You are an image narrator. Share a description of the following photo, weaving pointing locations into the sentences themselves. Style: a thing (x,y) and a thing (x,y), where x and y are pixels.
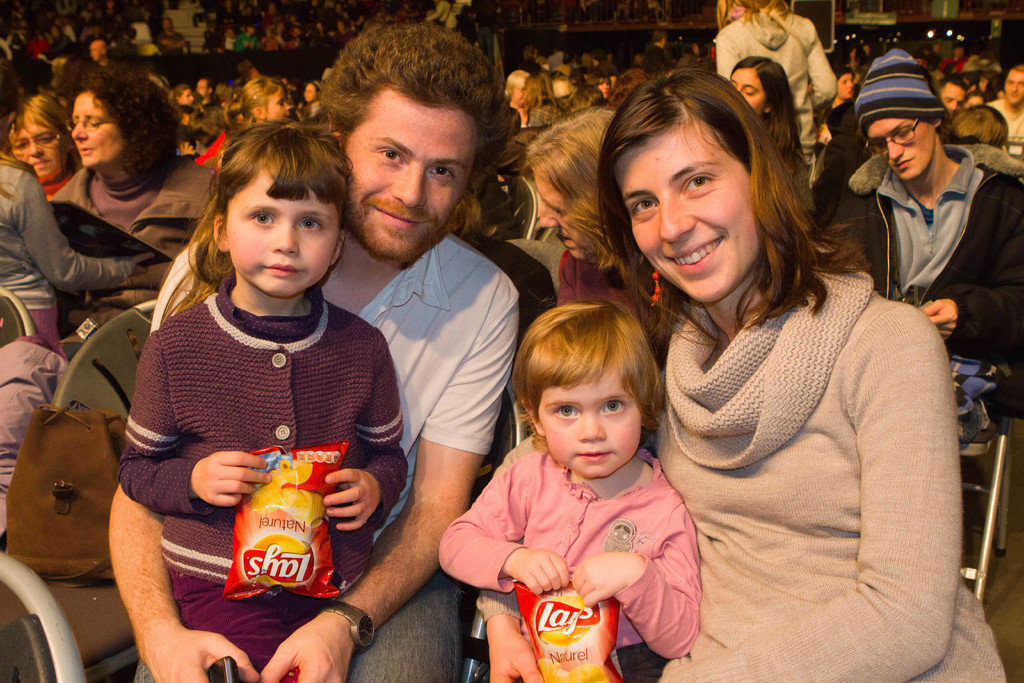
In this image we can see a man (435,355) and woman (761,561) is sitting on the chair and two girls (333,425) are there. Man (439,342) is wearing white shirt (456,369) with jeans (407,661) and the woman (858,559) is wearing grey color top (884,509). One girl (285,387) is wearing purple color sweater (253,389) and holding lays packet (285,530) in her hand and the other one (598,485) is wearing pink color top (596,541) and she is also holding lays packet (577,653) in her hand (545,569). Behind them so many people (539,106) are sitting and standing.
